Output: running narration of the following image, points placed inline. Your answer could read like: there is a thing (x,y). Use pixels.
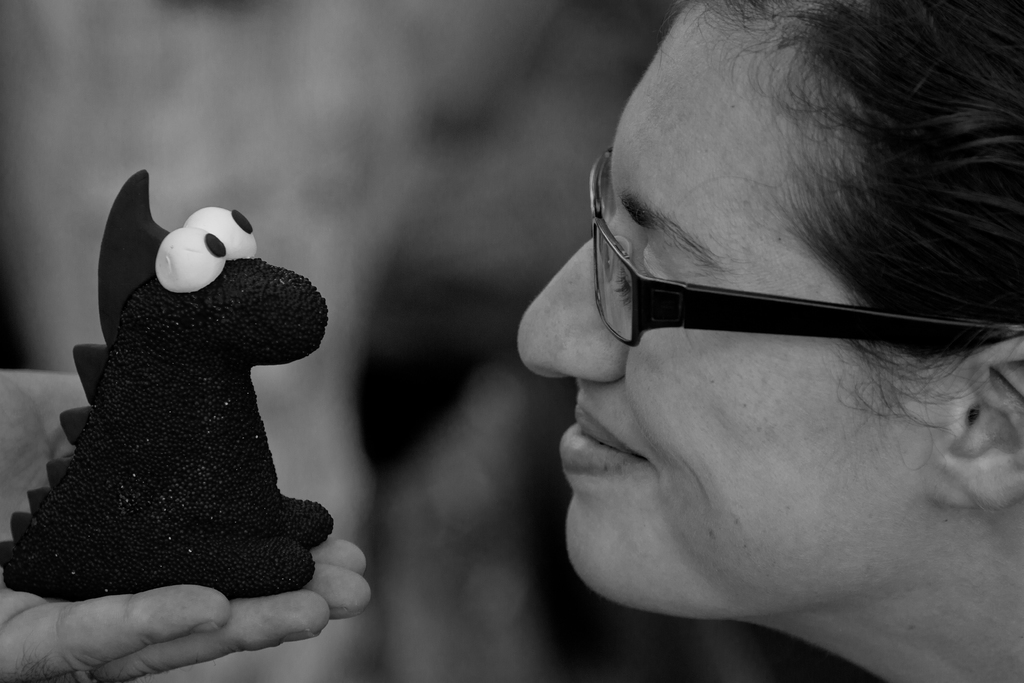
This is a black and white image in this image there is a lady (771,551), on the bottom left (111,659) there is a hand (329,574) in that hand (336,547) there is a toy (163,291), in the background (530,682) it is blurred.
